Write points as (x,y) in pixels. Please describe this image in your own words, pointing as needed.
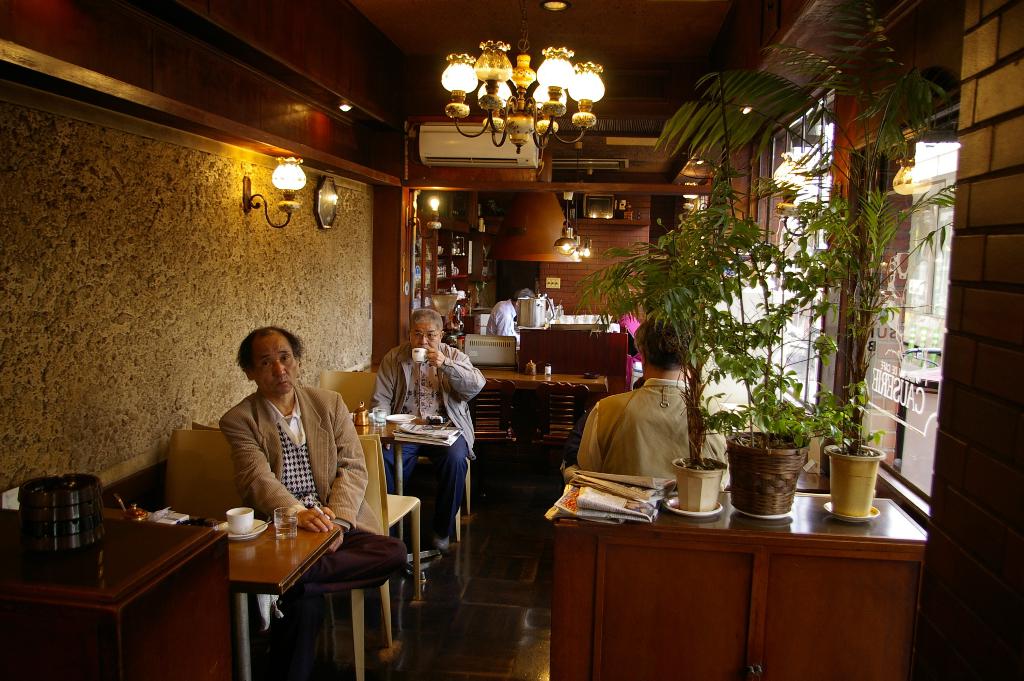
This is an inside view picture. Here we can see few persons (449,470) sitting and this person (429,371) is drinking tea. This is table (284,549) and we can see a glass (280,525) and a cup (242,518), saucer (260,534) on the table (239,544). This is a ceiling light (544,109). These are the pot plant (794,476) on a desk (747,607). This is a floor (454,618). This is a reception (554,322).
